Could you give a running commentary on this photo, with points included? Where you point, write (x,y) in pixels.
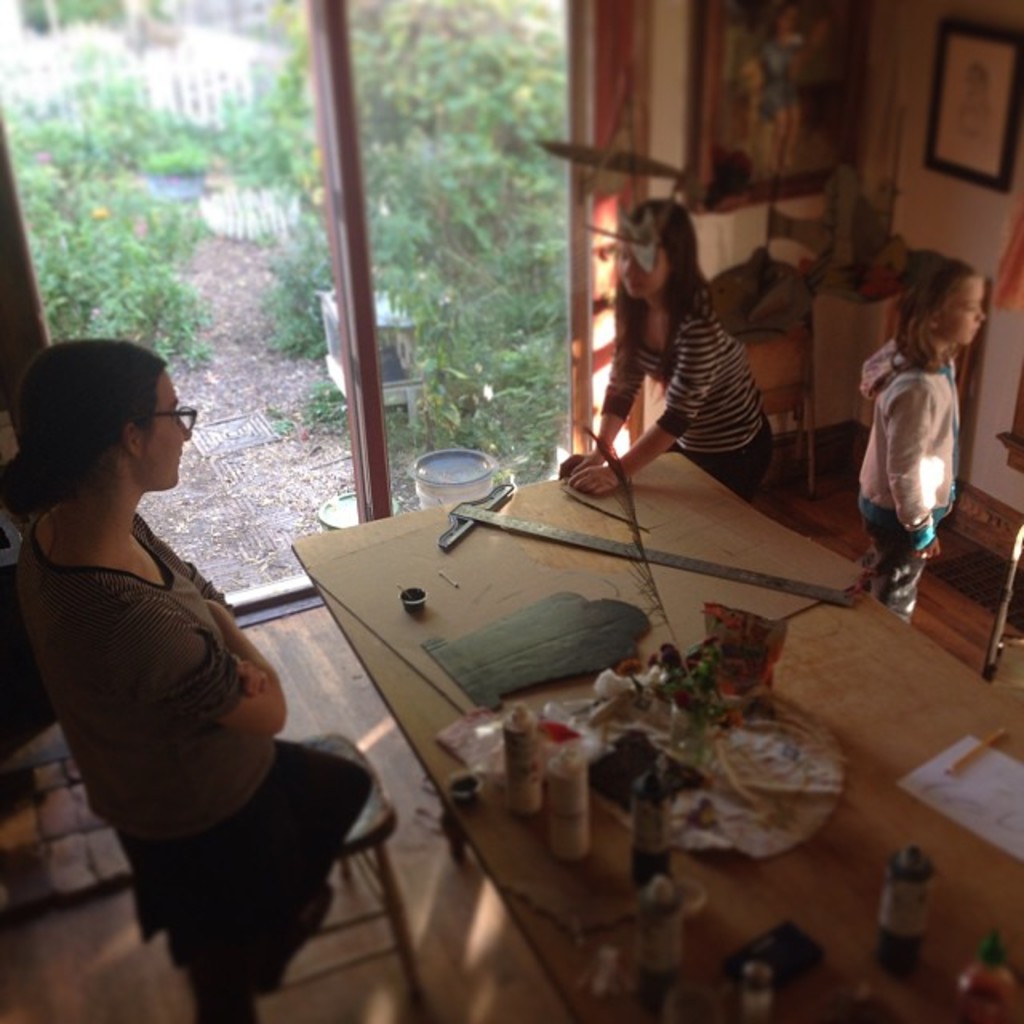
Pictures inside of a room (963,381). This 3 persons (963,342) are standing. On this table (533,497) there is a scale (466,533), spray bottles (531,776), paper (997,801), pencil (981,751) and things (700,657). Outside of this door (491,312) there are plants (70,182). On wall (986,195) there are pictures (975,151).
